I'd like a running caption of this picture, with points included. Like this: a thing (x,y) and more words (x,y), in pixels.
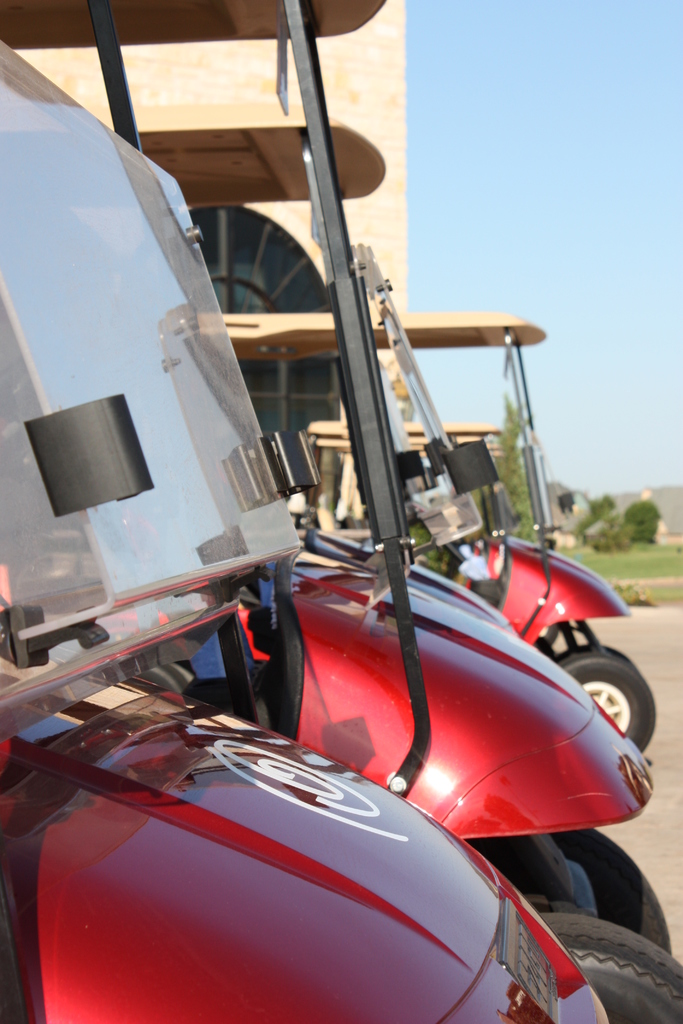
In this image I can see few vehicles (514,671). In the background (366,50) I can see the building (392,132), few trees (622,543) in green color and the sky (551,168) is in blue color.
